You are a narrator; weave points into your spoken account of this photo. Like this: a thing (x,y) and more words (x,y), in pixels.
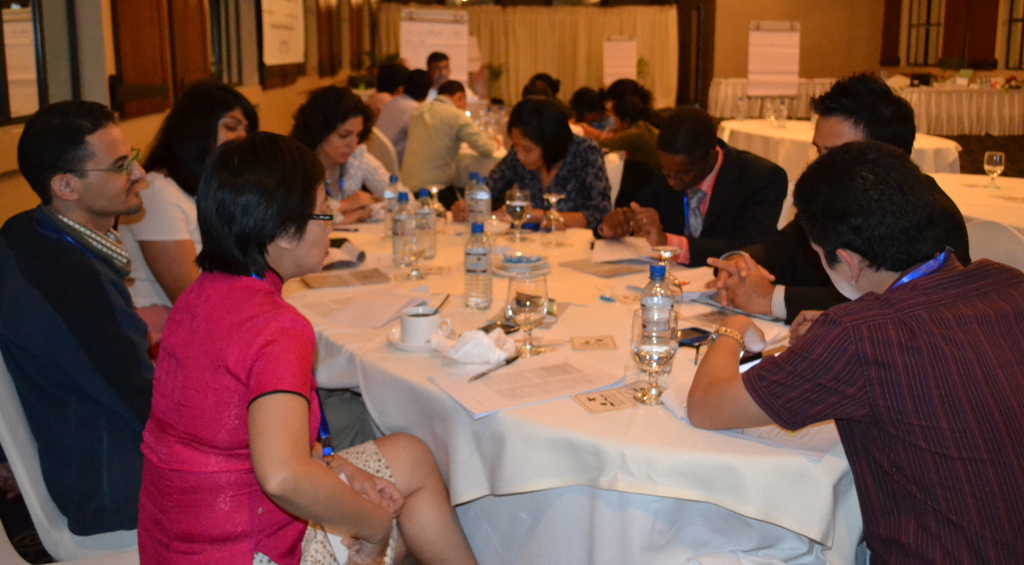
In this image there are group of people (626,156) who are sitting on a chair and some tables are there and on the table (544,236) there are some glasses (651,329), bottles (473,240) and one cloth (464,351), cup (414,327), saucer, spoon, and some papers (517,378) are there on the table (559,336). On the background (113,35) there is a wall (718,42) and on the right side (948,45) there is a window (914,47) and on the left side (148,58) there is a door (160,37).
